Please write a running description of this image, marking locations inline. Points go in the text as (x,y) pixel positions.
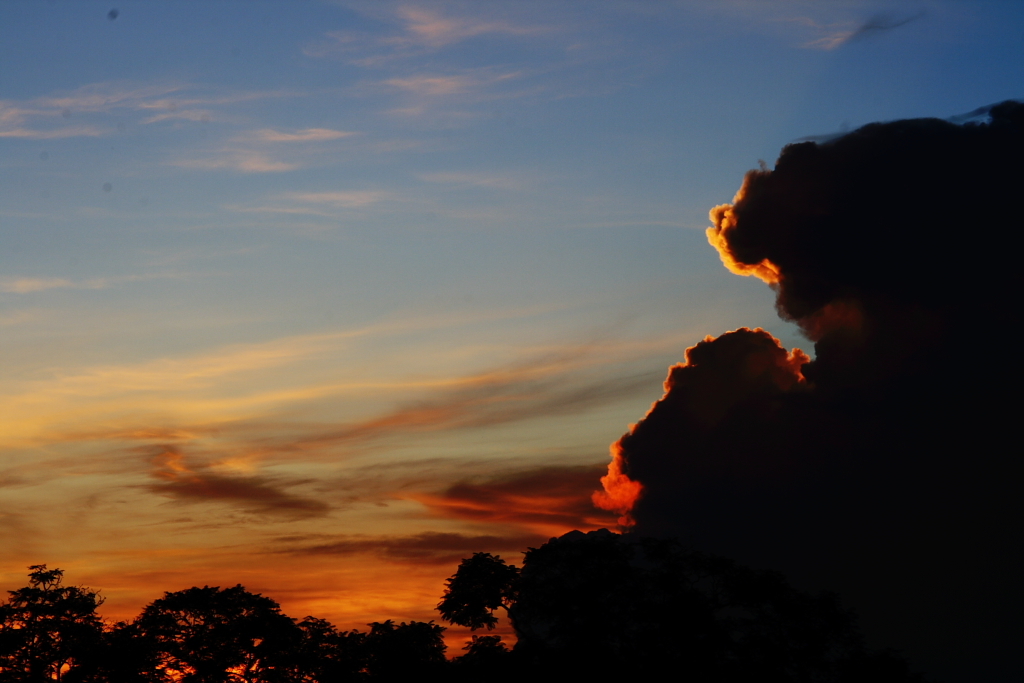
In this image there are trees (485,589), clouds (488,417) and the sky (280,221).
